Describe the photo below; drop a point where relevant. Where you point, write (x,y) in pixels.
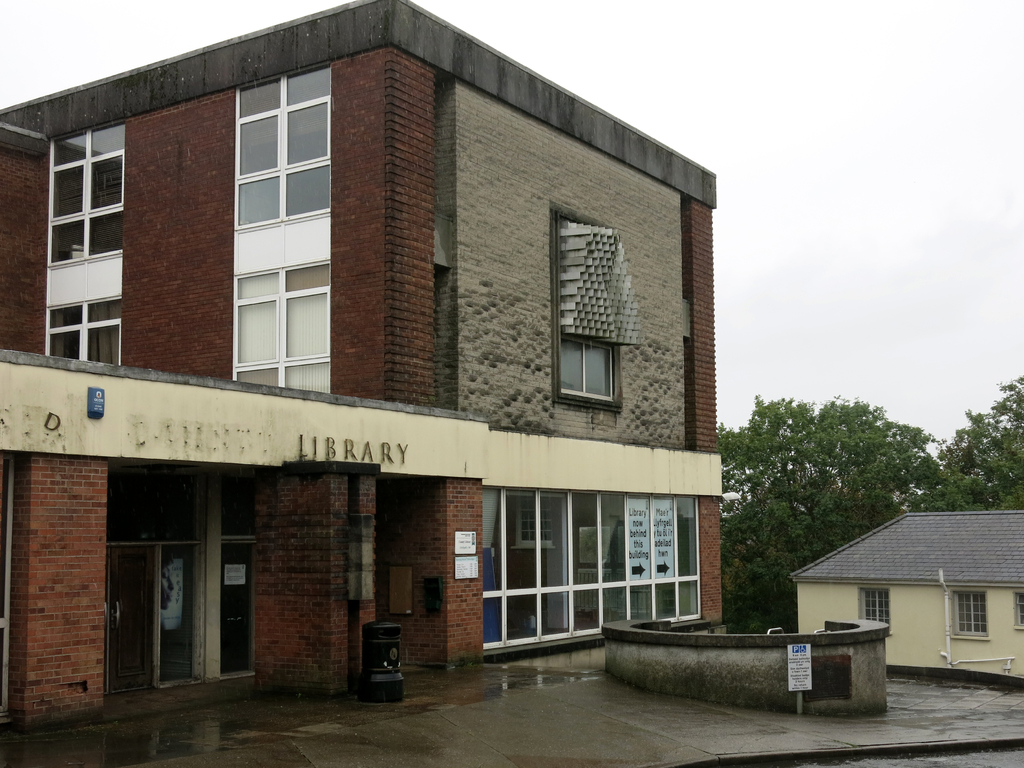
There is a building (288,297) with windows (249,543) and doors (244,549). In front of that there is a black color bin (383,659). Also there is a round shape wall (713,664). Near to that there is a pole (802,706) with board (802,661). On the right side (924,553) there is another building (904,579) with windows (980,602). On the wall (367,441) there is writing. In the background (843,507) there are trees (866,459) and sky (848,154).
